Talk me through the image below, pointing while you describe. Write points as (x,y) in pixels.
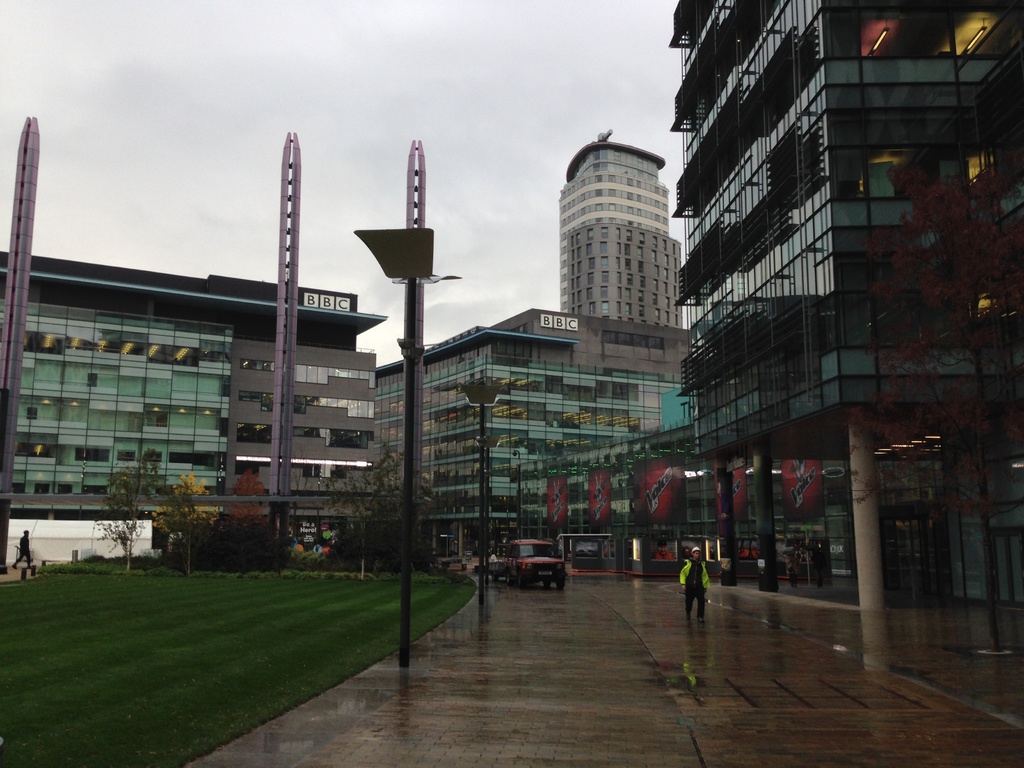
In this image there is a road (603,638) at the bottom (515,638). On the road (481,677) there are vehicles (549,569). On the right side (692,579) there is a man (701,593) walking on the road (726,630) by wearing the jacket (704,587). In the background (578,385) there are buildings (531,361) with the glasses (594,376). On the left side (8,379) there are pillars (293,349), There are light poles (485,464) on the footpath (361,733). On the left side (133,653) there is a ground (147,644) on which there is grass (105,630) and some small plants (198,543). On the right side (769,507) there are pillars (867,502) of the building (820,448).
